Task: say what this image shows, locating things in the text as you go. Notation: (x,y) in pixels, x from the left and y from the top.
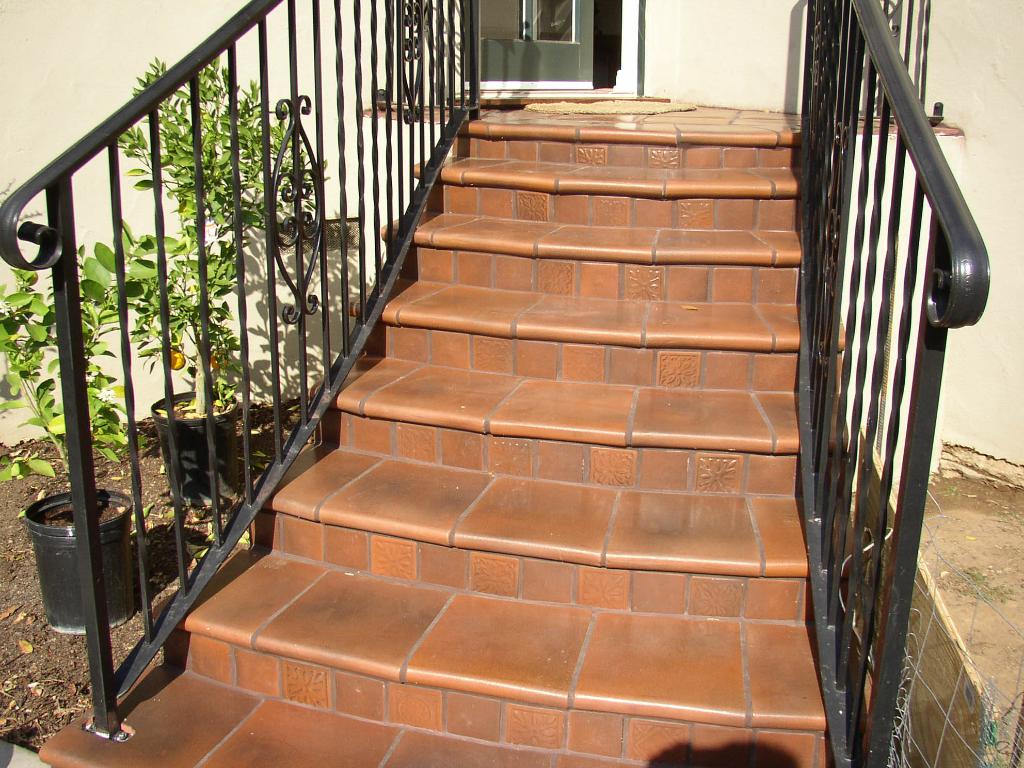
In the image we can see there are stairs (567,534) and beside there are pots (73,593) in which there are plants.
